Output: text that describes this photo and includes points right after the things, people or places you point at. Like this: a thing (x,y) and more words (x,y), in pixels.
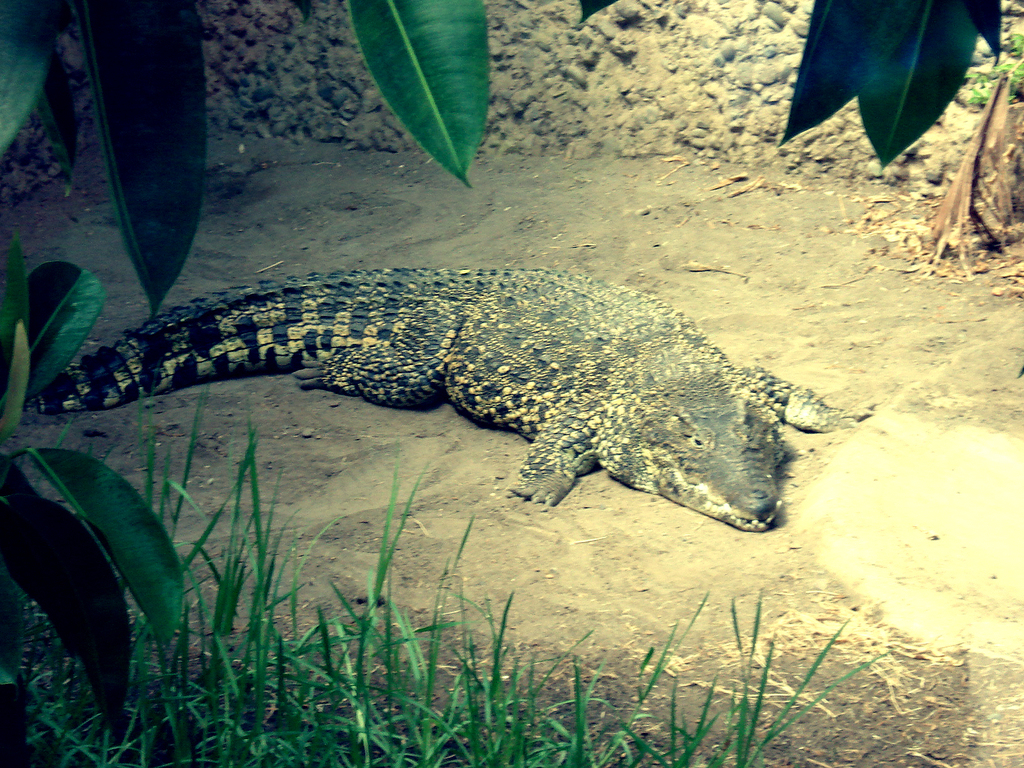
In this picture we can see a crocodile (538,477) on the ground (953,406), grass (282,656), leaves (86,480) and in the background (628,61) we can see the wall (641,49).
